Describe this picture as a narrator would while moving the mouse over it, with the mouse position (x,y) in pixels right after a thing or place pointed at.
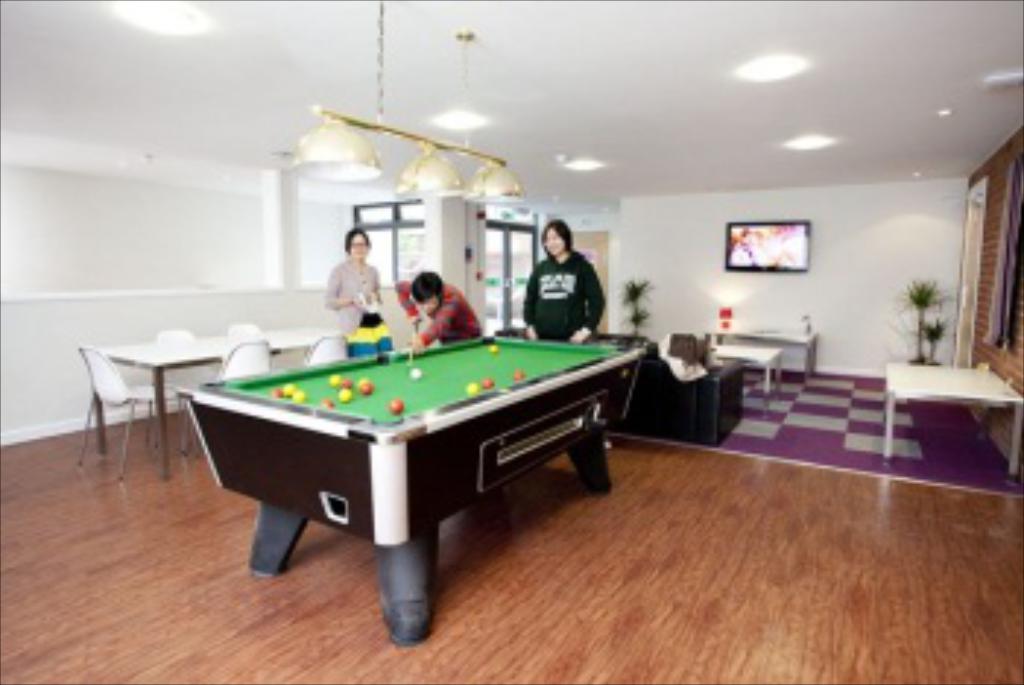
As we can see in the image there is a white color wall (140,259), window (371,257), lights (430,165), screen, plants (638,302), chairs (242,368), tables (175,353) and three people (353,268) standing over. The man (469,308) who is standing over here is playing billiards game.
